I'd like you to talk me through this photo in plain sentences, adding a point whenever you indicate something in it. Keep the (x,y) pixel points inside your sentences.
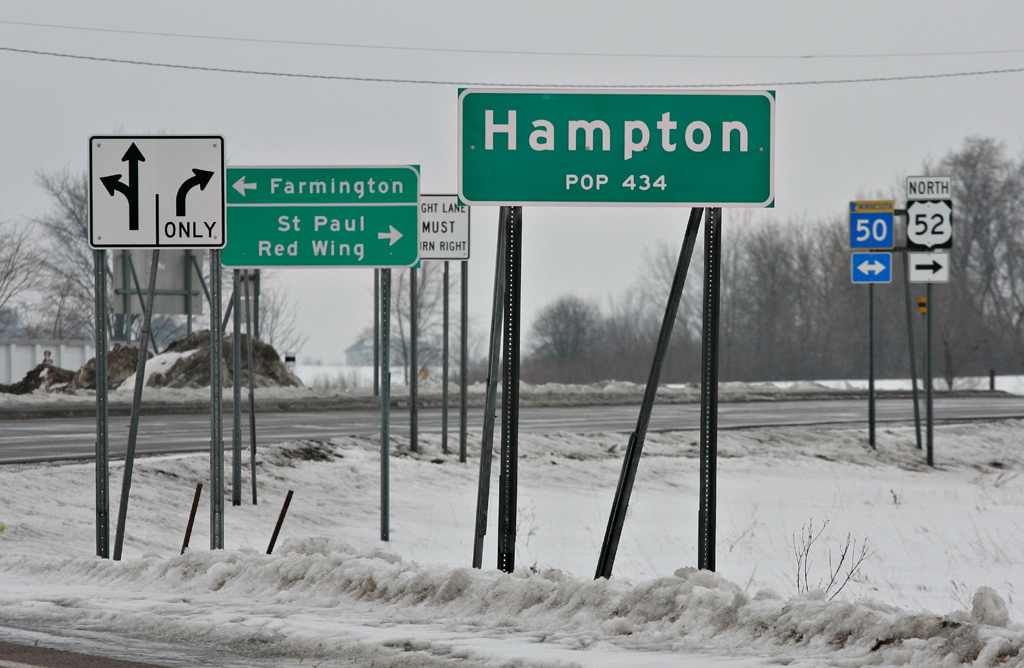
This picture shows few trees (769,365) and couple of name boards (722,129) and few sign boards (428,198) to the poles (925,367) and we see snow (866,609) and a cloudy sky (69,20) and we see a building (63,345).
